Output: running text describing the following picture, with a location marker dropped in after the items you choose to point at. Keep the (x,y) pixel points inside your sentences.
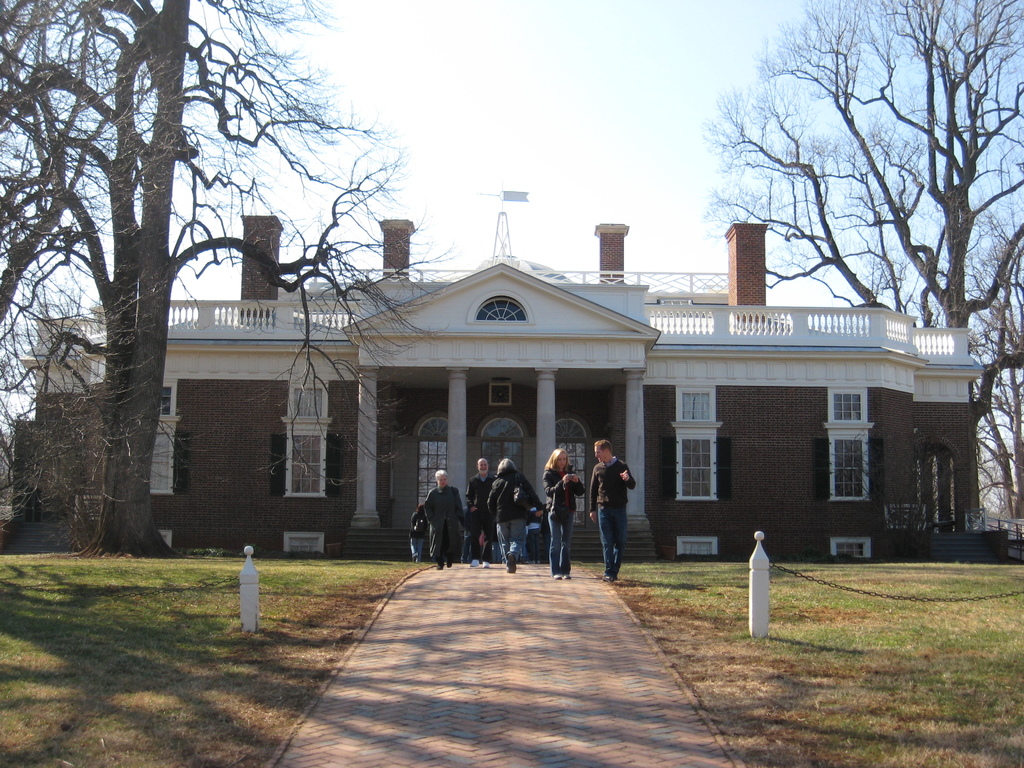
In this image we can see a building (680,417), people (509,534), trees (124,493), poles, walkway (420,577), grass (266,567) and other objects (971,541). At the bottom of the image (808,721) there is a walkway (541,688) and grass (814,634). At the top of the image (545,77) there is the sky (551,59).
